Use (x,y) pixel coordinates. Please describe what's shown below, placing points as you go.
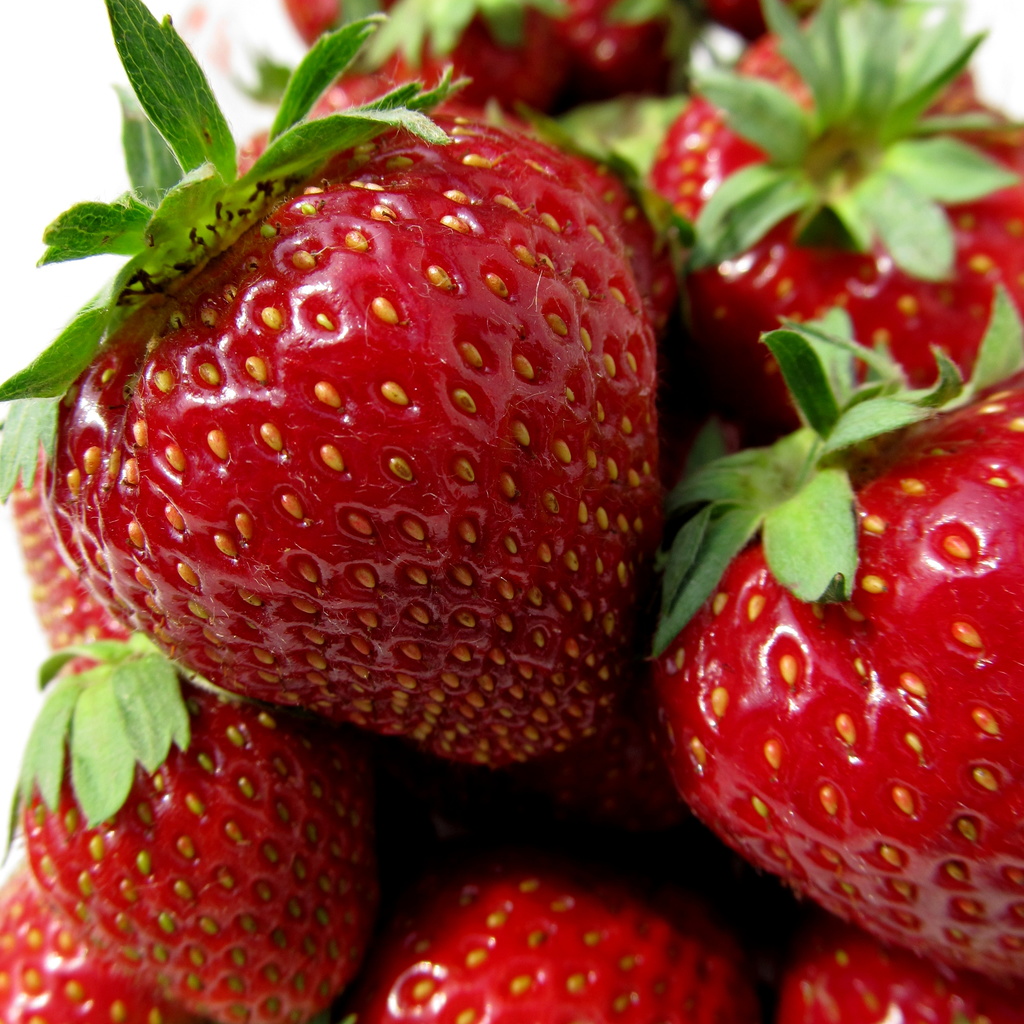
In this image, we can see some strawberries (590,360).
